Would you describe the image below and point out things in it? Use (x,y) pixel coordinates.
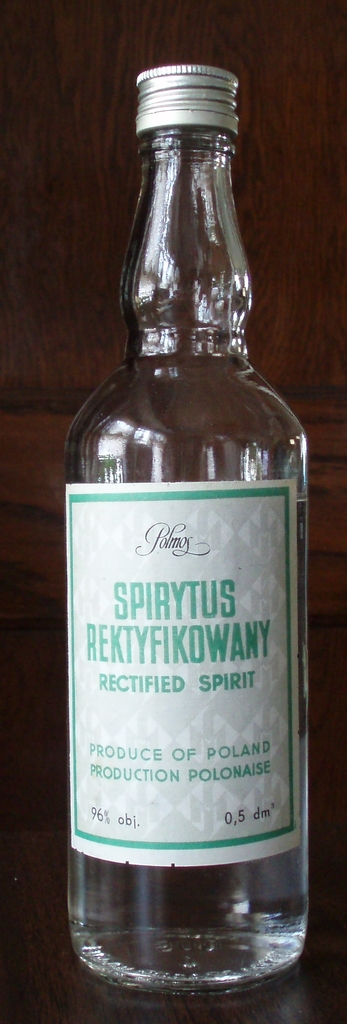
This picture is consists of a glass bottle (117,452) on which it is written rectified spirit, which is placed over the table (259,990).
